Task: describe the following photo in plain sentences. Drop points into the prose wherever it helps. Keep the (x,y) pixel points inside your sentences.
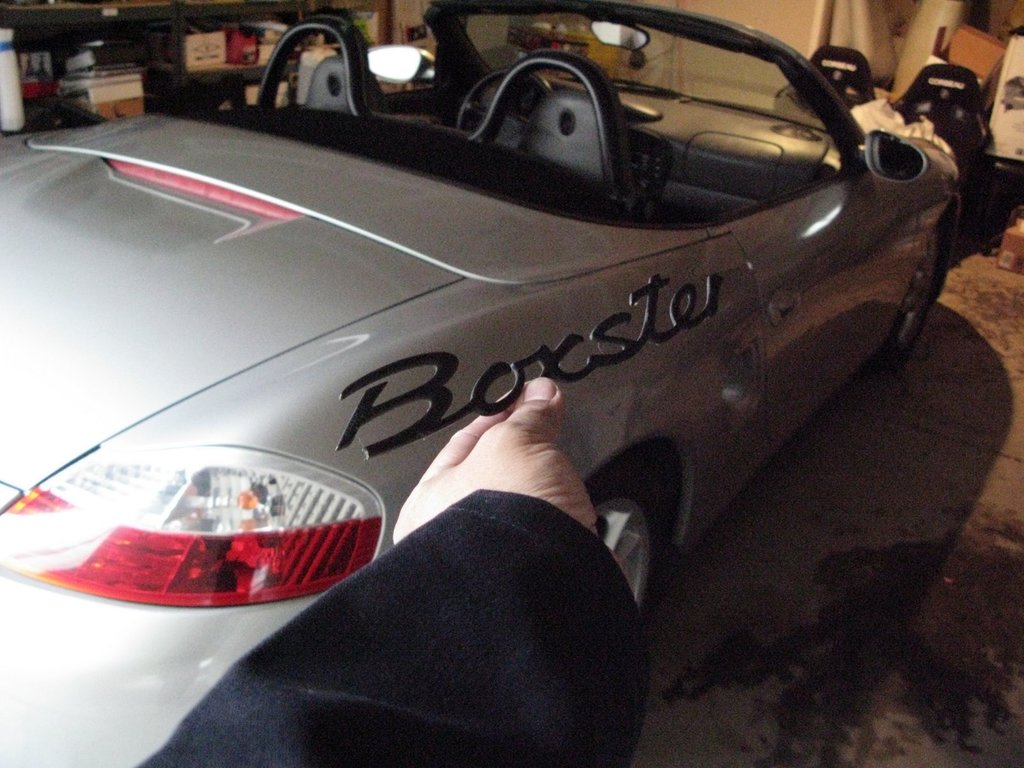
In this image there is a person (546,426) holding a vehicle name plate (698,313), and there is a car (115,192), cardboard boxes (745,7) and some objects (3,73) in the racks (222,1).
